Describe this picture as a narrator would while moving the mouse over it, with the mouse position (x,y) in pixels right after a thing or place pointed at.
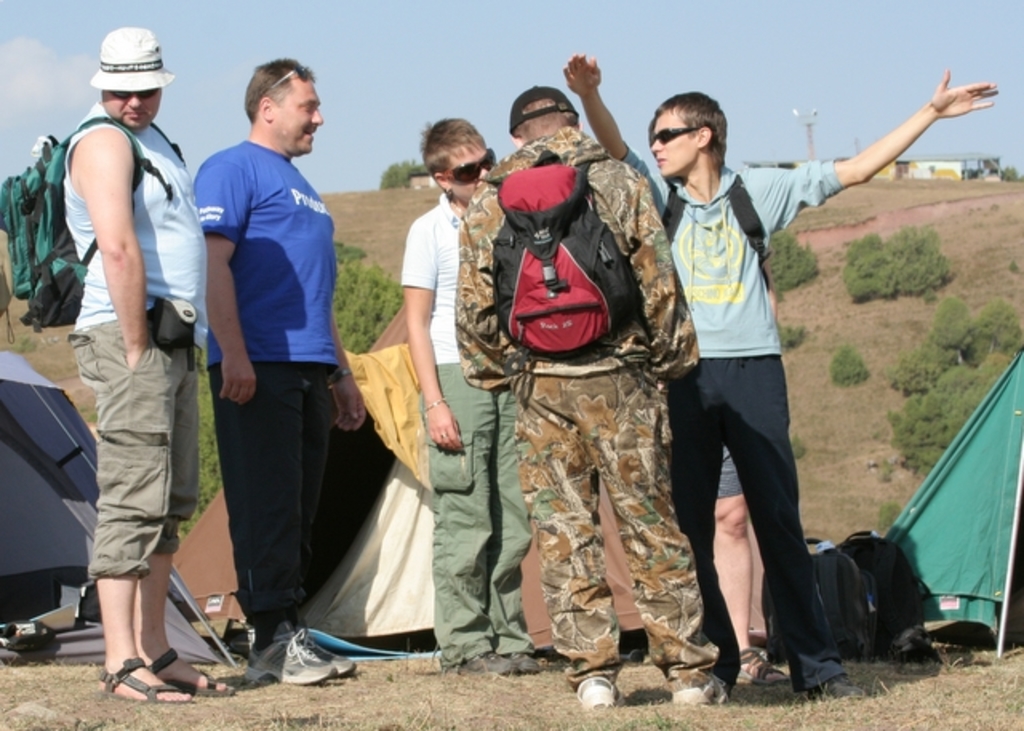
In this image, we can see a group of people (642,481) are standing. Few are wearing backpacks (557,272) and goggles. Here we can see tents (941,618), bags (927,649), plants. Top of the image (675,73), we can see the sky (1015,119).
